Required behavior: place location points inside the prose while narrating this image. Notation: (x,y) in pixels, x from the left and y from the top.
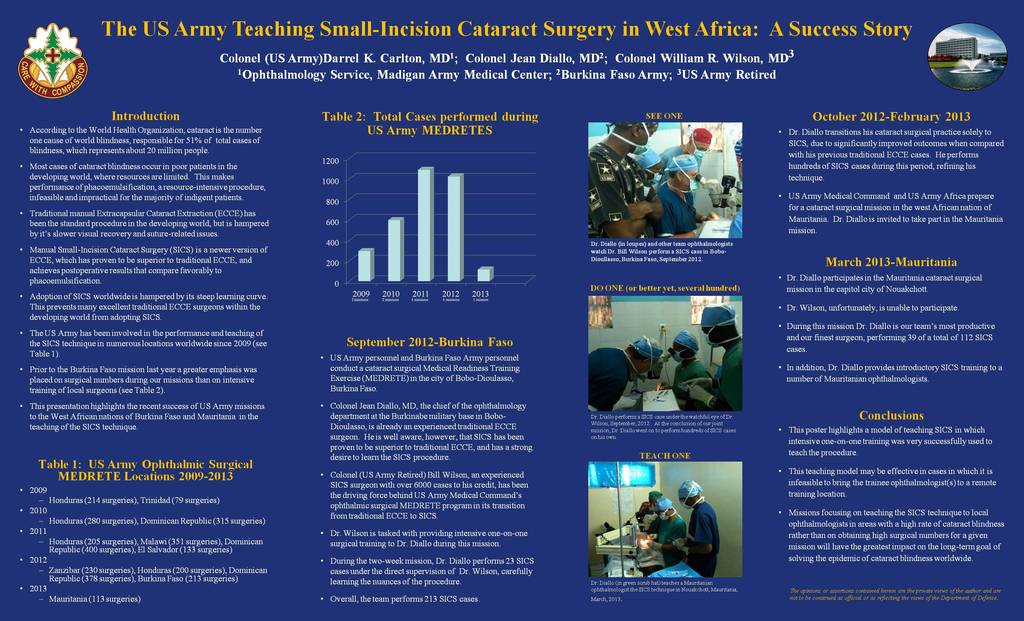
In this image I can see different types of articles (399,364) and on the right side of the image (701,197) I can see three pictures (679,200) of people (662,177).
